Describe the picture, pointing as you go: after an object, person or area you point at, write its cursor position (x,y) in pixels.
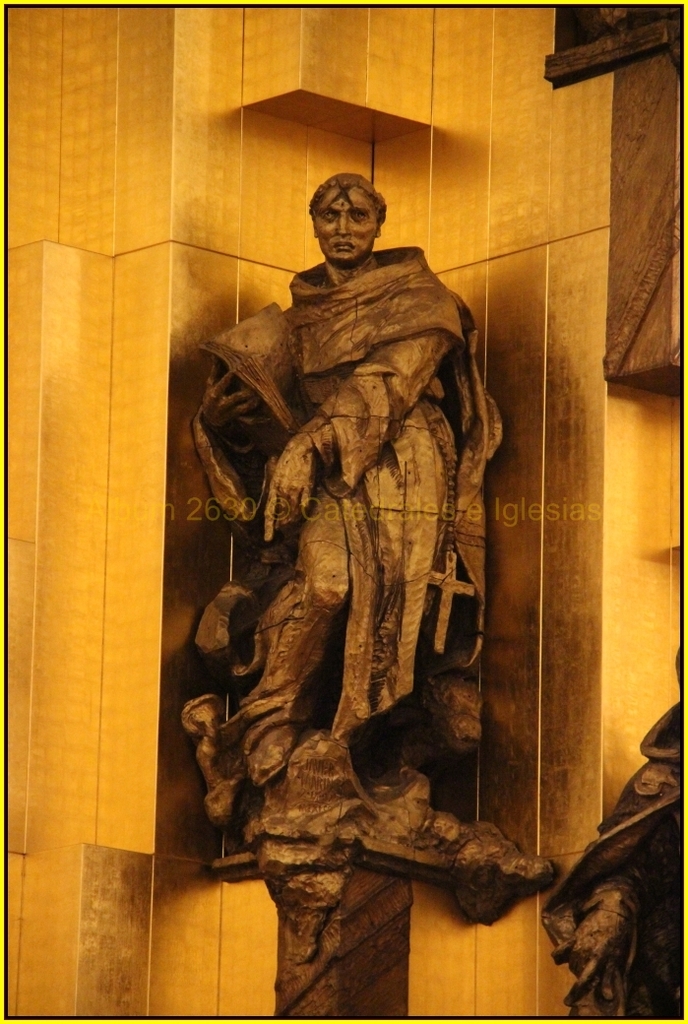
In the image there are two sculptures (303,833) and the first sculpture (381,685) is fit to the wall (538,173).
